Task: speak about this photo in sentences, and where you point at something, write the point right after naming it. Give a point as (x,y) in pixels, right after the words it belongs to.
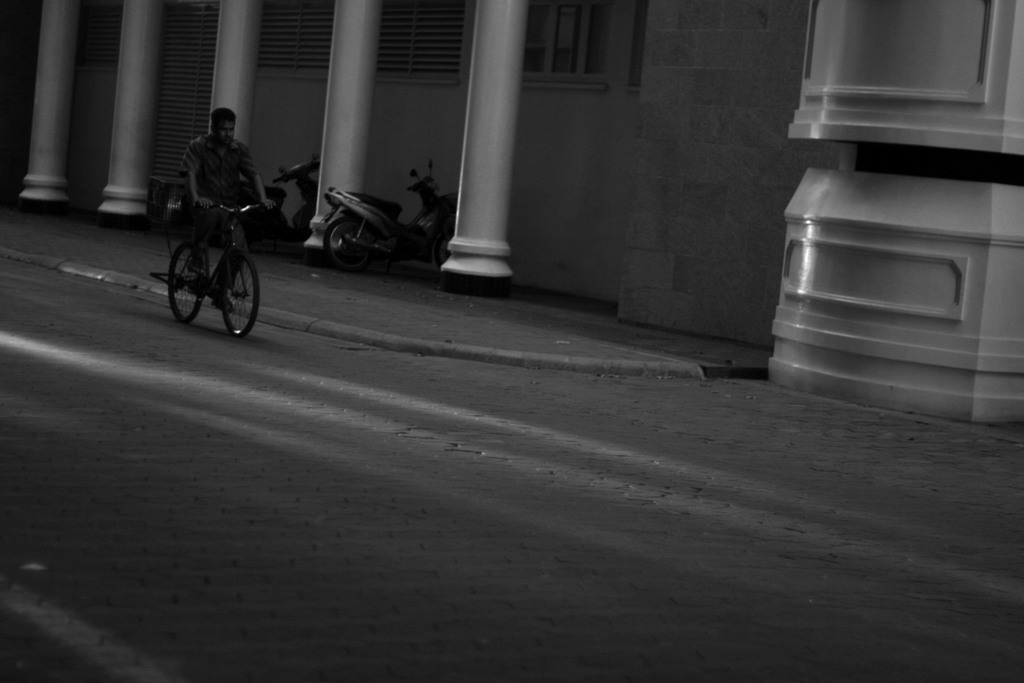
In the picture we can see a man (245,191) riding a bicycle (249,258), just beside him there is a house building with pillars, motorcycles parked on the path (264,256) and there is a window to the house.
